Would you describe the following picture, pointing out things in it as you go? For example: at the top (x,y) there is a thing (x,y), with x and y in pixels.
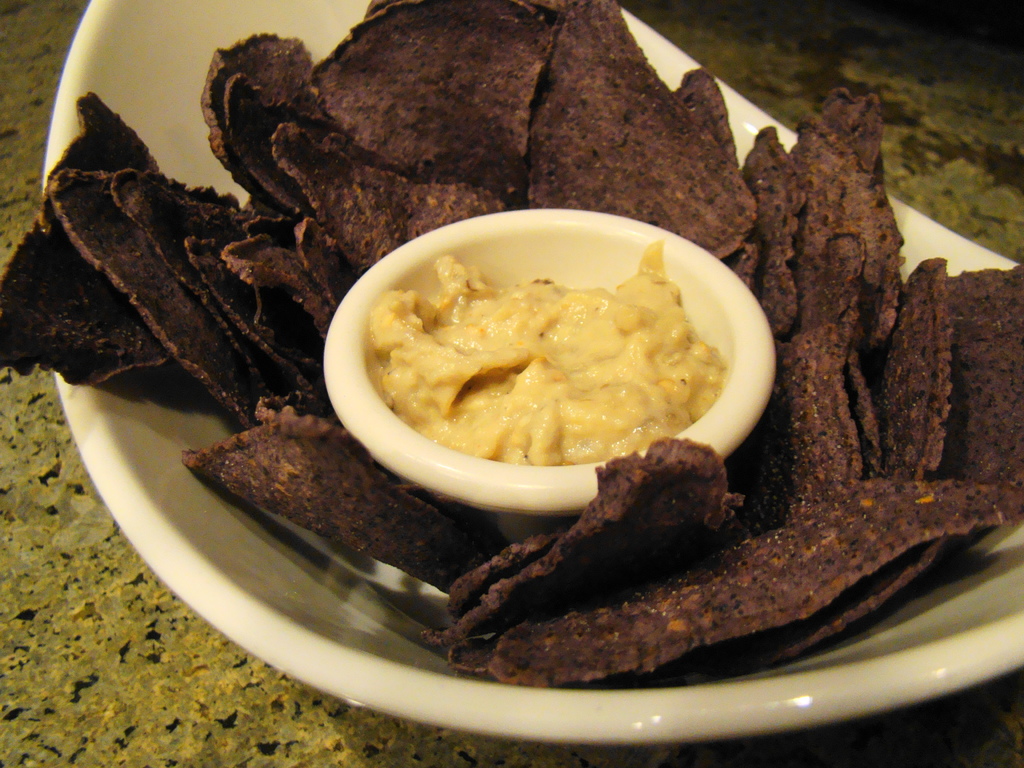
In this image I can see the brown and black food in the bowl (376,616). I can see the small bowl (550,243) with cream color sauce (446,300) in it.
